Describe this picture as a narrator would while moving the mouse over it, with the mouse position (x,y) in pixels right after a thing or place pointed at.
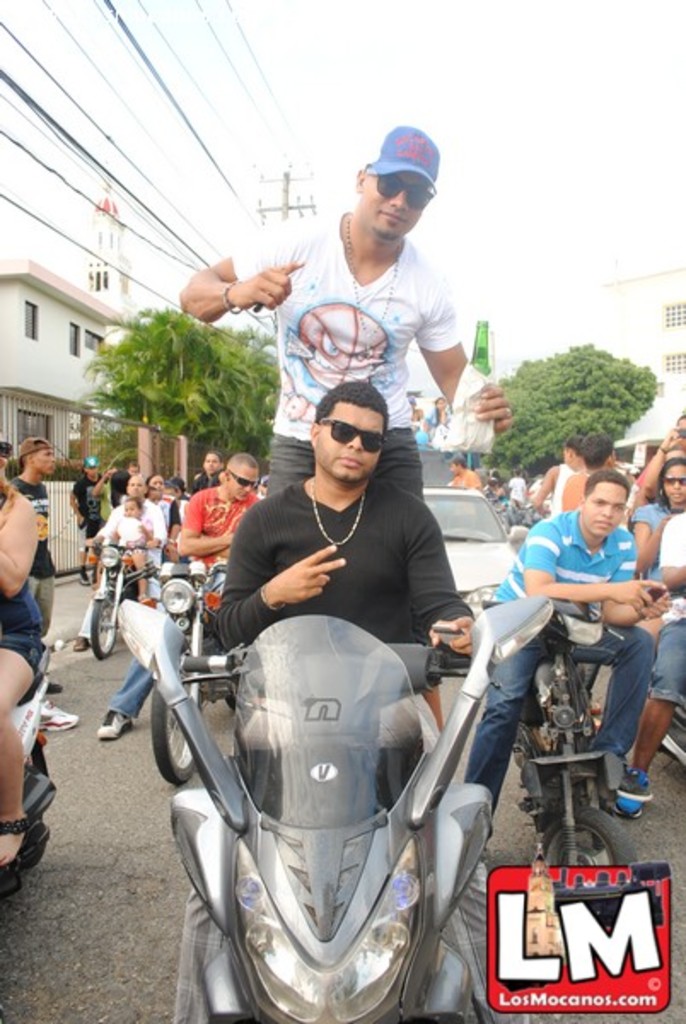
Here we can see a person (406,515) sitting on the bike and at back (413,287) a person (389,459) is standing and holding a wine bottle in the hand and here are the vehicles (520,532) travelling on the road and here is the tree (569,361) and here is the sky (228,218).
